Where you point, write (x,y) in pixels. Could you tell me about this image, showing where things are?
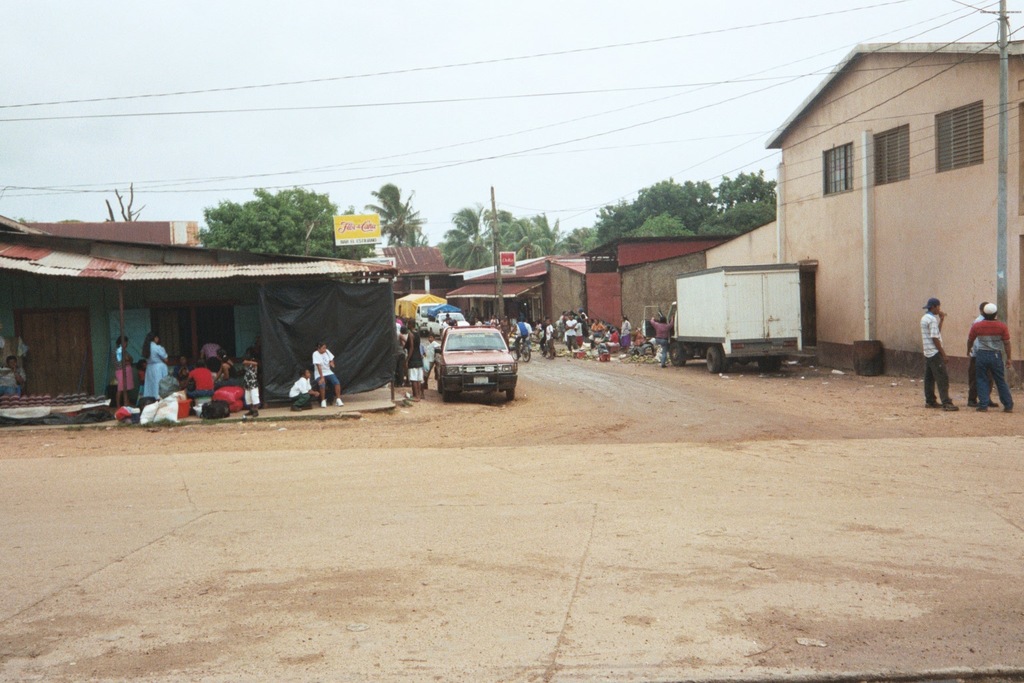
In this image we can see sky (532,105), electric poles (1002,42), electric cables (241,111), trees (240,226), buildings (793,144), sheds (477,307), motor vehicles (755,333) on the road (579,372), street vendors (572,346), persons (216,383) sitting on the floor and some are standing on the road (569,425).
